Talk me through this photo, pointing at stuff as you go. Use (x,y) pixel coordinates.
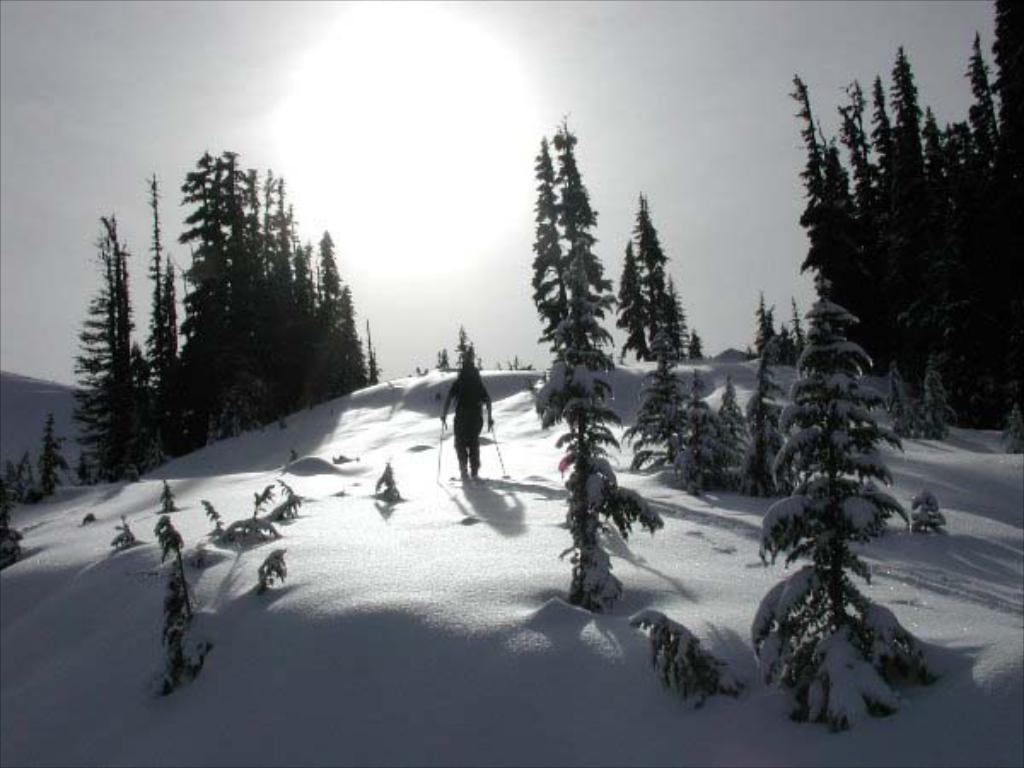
In this image we can see a person (478,462) is skiing on land (368,527) covered with snow (397,634). To the both sides of the image trees (908,252) are present. The sky (546,123) is covered with clouds (141,87).
